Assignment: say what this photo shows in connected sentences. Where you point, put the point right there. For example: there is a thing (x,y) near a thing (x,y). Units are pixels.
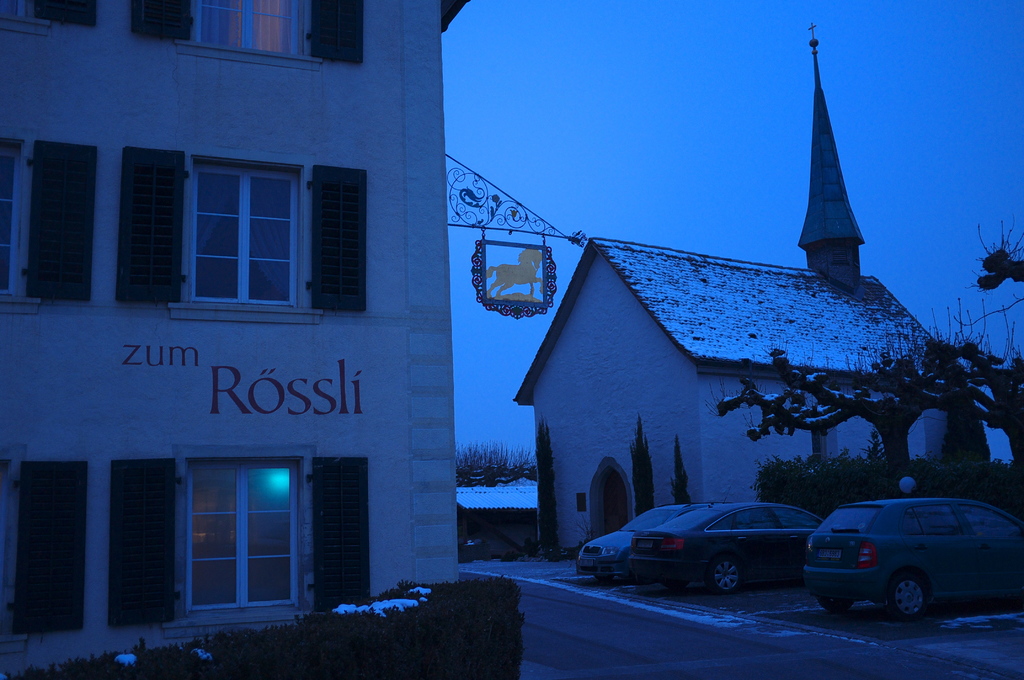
In this image we can see the building (208,428) and house (756,376) and we can see the frame (533,280) attached to the rod (514,229) and there are trees (902,402), plants (461,623), shed (513,509) and the sky (697,116). And we can see the vehicles (758,553) parked on the ground (770,609).
